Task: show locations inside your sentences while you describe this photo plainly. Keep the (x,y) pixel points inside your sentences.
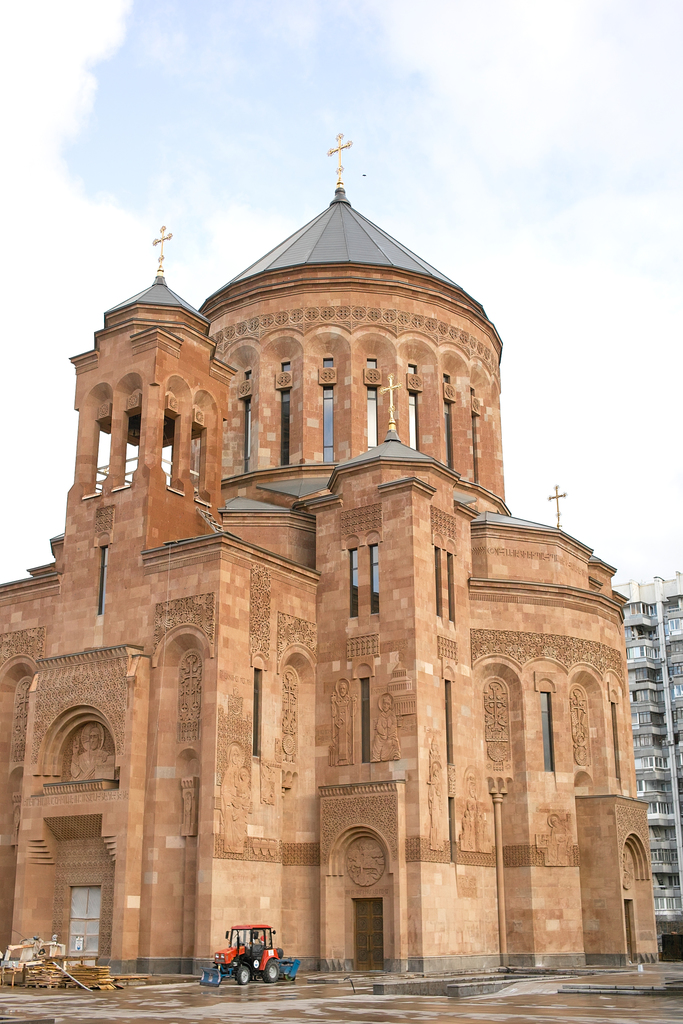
In this image, we can see buildings (339,825) with walls (273,774) and windows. At the bottom (266,961), we can see a vehicle (263,952) on the platform (585,1014). Background (481,183) there is a sky (316,214). Here we can see few holy crosses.
